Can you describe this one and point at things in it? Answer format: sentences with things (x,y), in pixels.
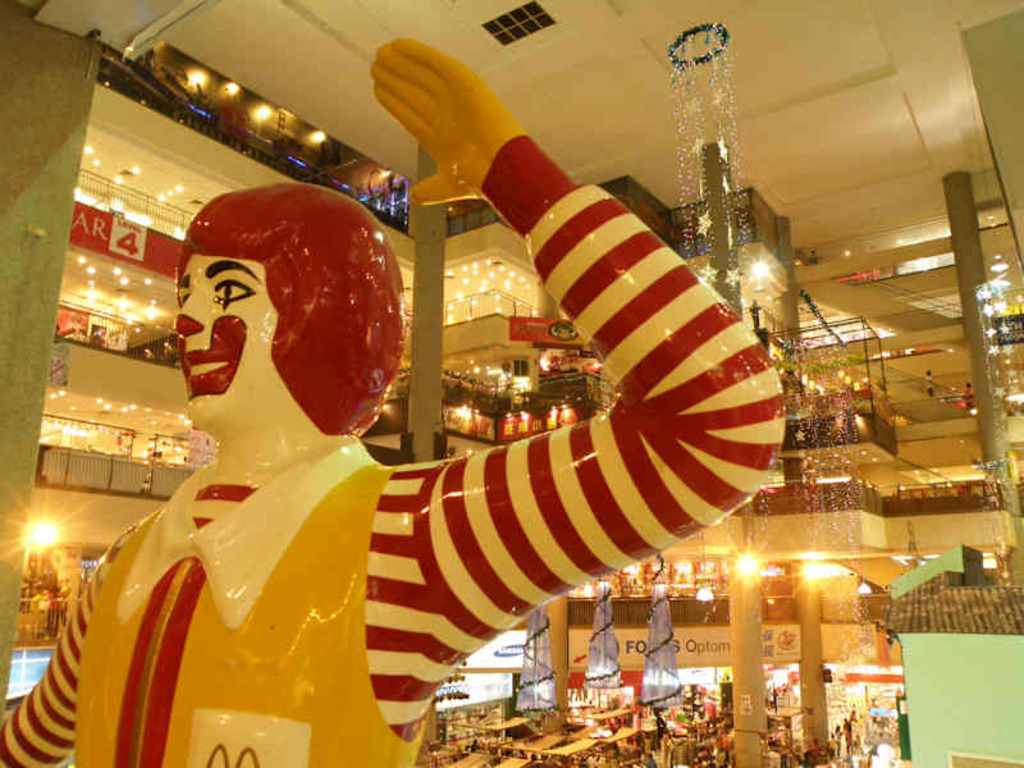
In this picture I can see there is statue (504,552) and in the backdrop (175,467) there is a shopping mall (102,239) and there are some tables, chairs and there are some people (657,750).
